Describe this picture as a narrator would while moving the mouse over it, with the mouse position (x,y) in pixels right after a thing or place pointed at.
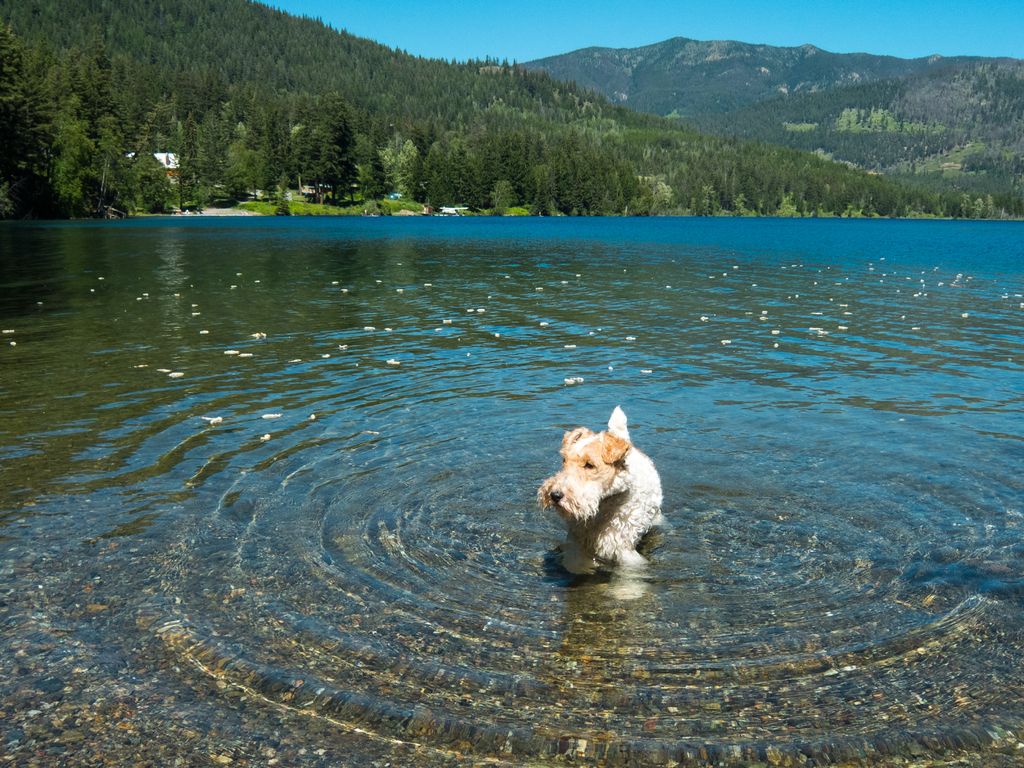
This image is taken outdoors. At the top of the image (571,24) there is a sky (708,15). In the background (495,118) there are a few hills (659,108). There are many trees (168,138) and plants (73,151). At the bottom of the image (281,577) there is a pond (358,335) with water (767,340) and in the middle of the image (602,459) there is a dog (574,536) in the pond (648,566).
